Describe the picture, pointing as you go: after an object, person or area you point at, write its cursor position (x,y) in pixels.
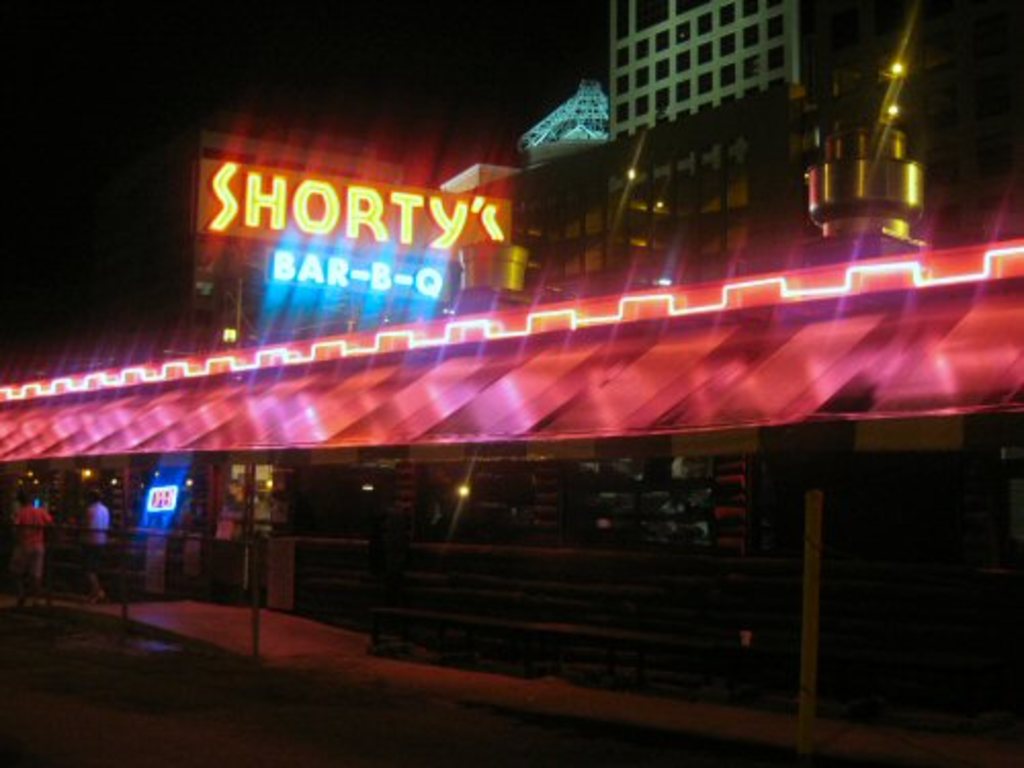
In this image I can see few buildings (583,225), number of lights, few boards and on it I can see something is written. On the bottom left side of this image (256,566) I can see railing (256,563) and two persons (33,515). I can also see this image is little bit in dark.
